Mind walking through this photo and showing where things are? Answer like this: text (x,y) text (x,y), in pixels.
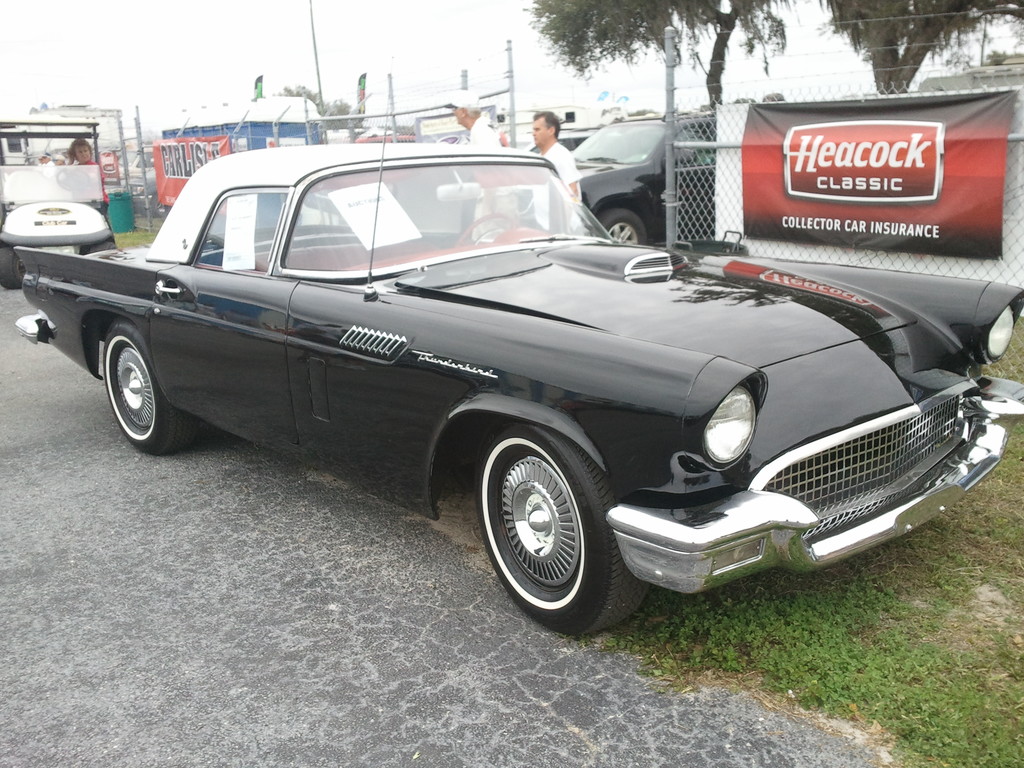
In this image I can see a black car (771,416) in the front (790,471). There are fences (1011,232) and banners (771,165) on them. There are other cars (53,146) at the back (27,212). There are trees (659,34) on the right (979,31) and there is sky (979,31) at the top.
